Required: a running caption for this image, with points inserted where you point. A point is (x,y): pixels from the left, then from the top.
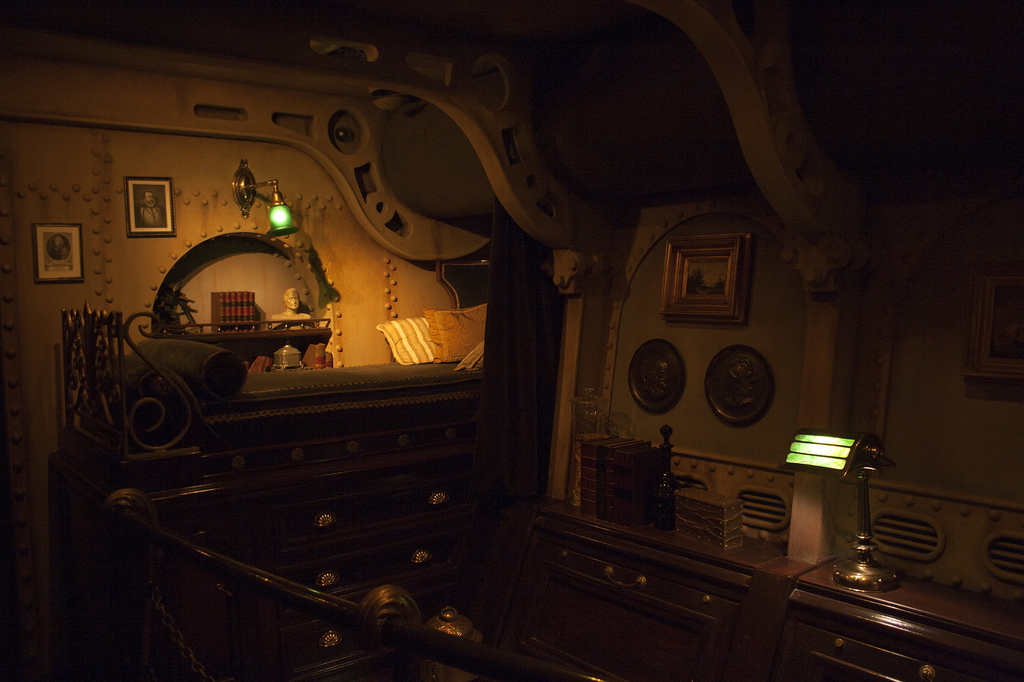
On the left side (154,190), there are photo frames (151,213) and a light (277,230) attached to the wall (273,171), there is a small statue (291,297), there is a bed (296,376), below this bed (292,377), there is a cupboard (450,459). On the right side (869,449), there is a light (858,456) attached to the stand (882,570), there are photo frames (729,279) on the wall (679,409) and there are other objects (671,511).
